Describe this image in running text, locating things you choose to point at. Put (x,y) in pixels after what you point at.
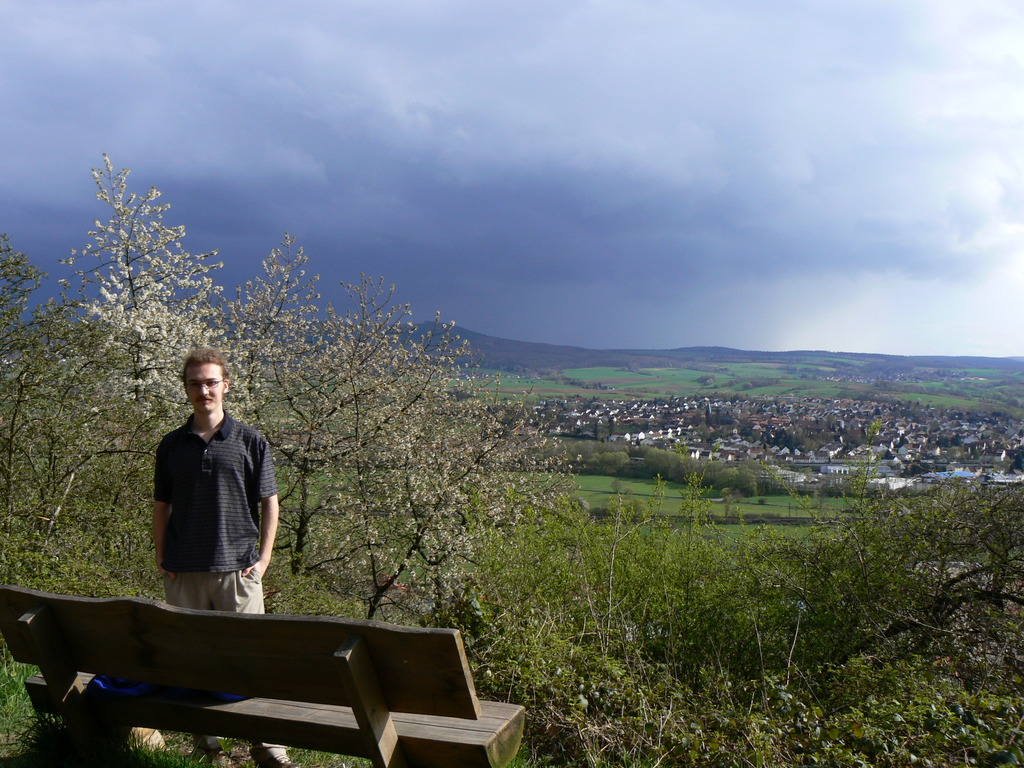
In this picture we can see a man (212,544) standing at the bench (233,672) and in the background (287,523) we can see trees (427,443), hills (862,365), sky (586,190) with clouds (601,252), grass (732,534), houses (764,454).
